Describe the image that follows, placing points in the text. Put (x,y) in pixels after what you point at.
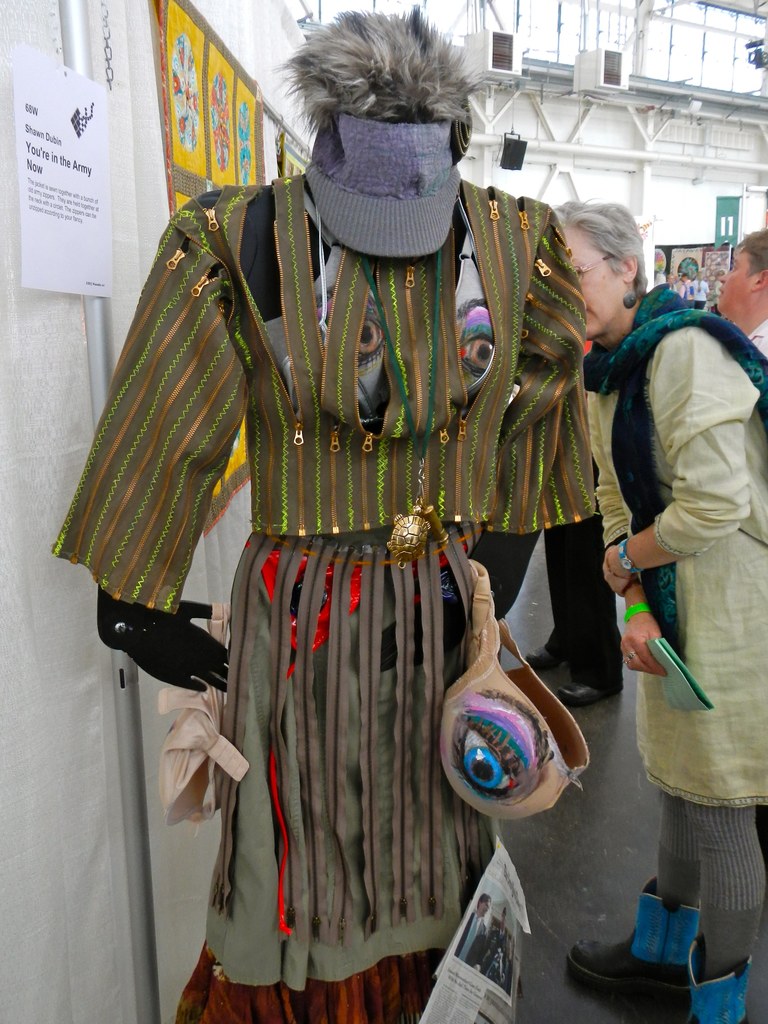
In this image we can see clothes (293,402), paper (451,976), and few people (621,441). Here we can see a pole (93,353) and posters (41,79). In the background (596,164) we can see a building (627,105) and few objects (484,63).
